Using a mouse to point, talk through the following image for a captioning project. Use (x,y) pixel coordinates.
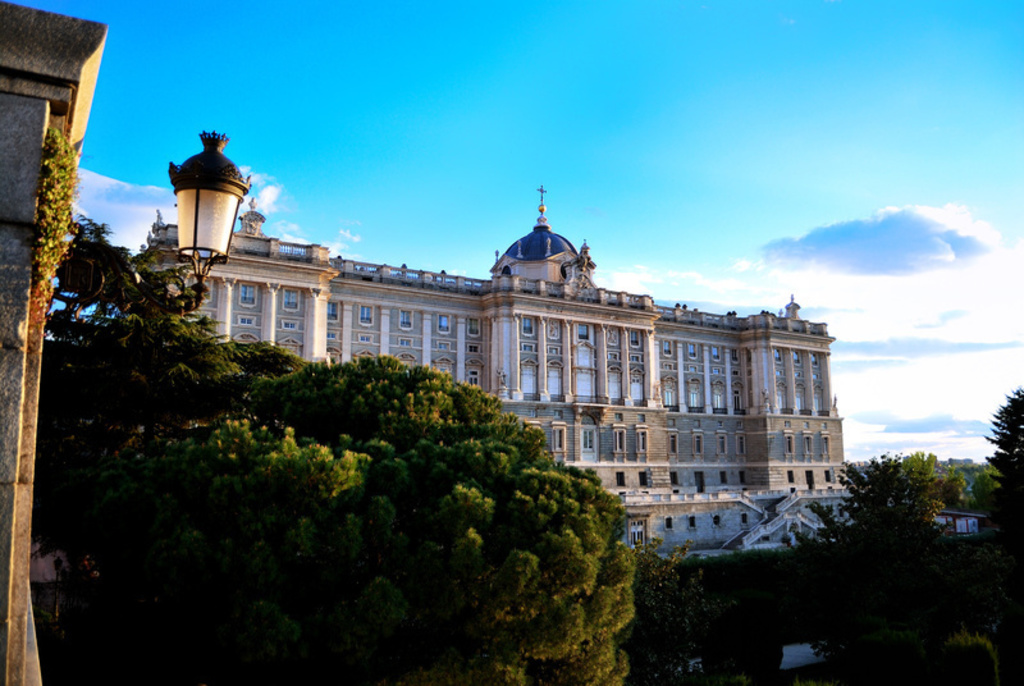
In this image, we can see a building (546,380) with walls (560,416), pillars (566,391), windows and railings (619,293). At the bottom (60,468), we can see so many trees (568,627). On the left side (29,166), we can see a pillar (26,249) and light (189,228). Background (934,406) there is a cloudy sky (764,234).
